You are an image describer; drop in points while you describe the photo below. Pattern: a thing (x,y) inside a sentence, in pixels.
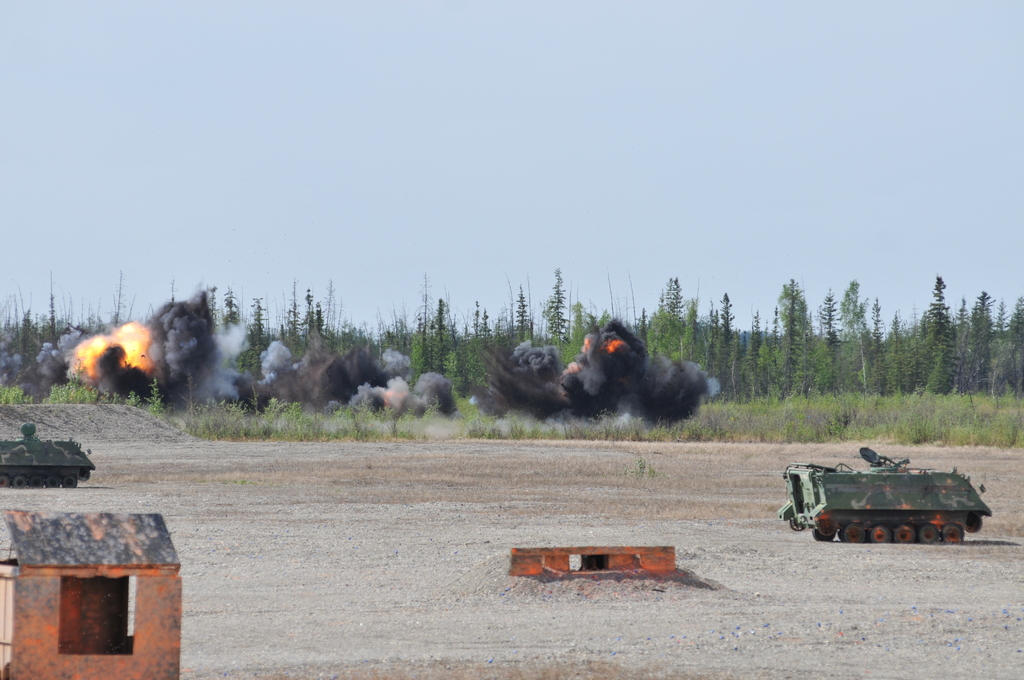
In this picture we can see a few vehicles (77,472). There are some objects (36,639) on the ground (78,493). We can see fire (134,338), smoke (341,355) and a few trees (960,345) are visible in the background (1011,345).
